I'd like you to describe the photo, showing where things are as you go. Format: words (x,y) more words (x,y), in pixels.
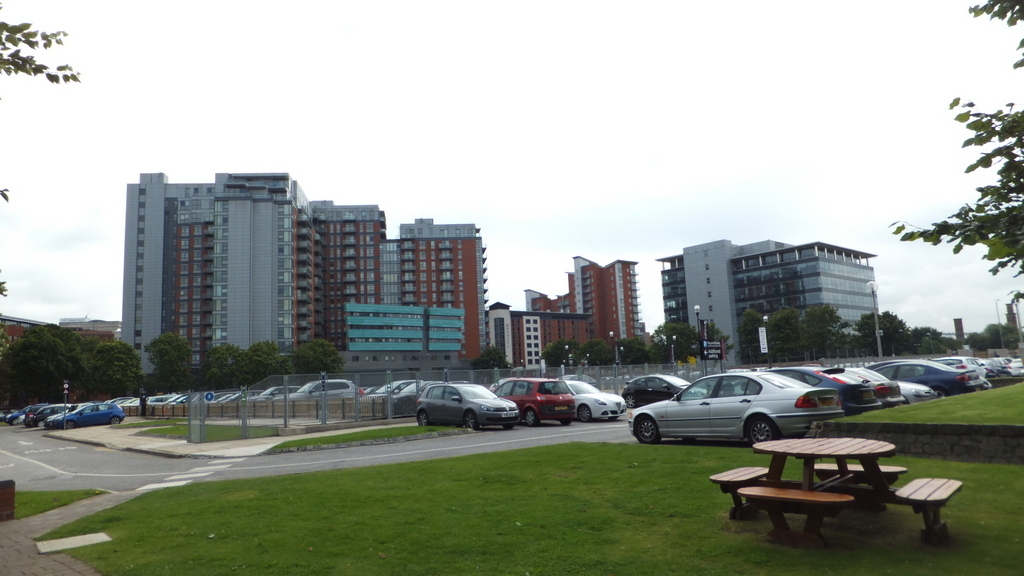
In the image we can see there are lot of cars (692,382) which are parked on the road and the ground (380,516) is filled with grass (518,517) and there are lot of trees (74,358) and buildings (825,293) in the area (522,313) and the sky (446,95) is cloudy and in between the grass (791,469) there is table (817,450) with benches (822,499).
